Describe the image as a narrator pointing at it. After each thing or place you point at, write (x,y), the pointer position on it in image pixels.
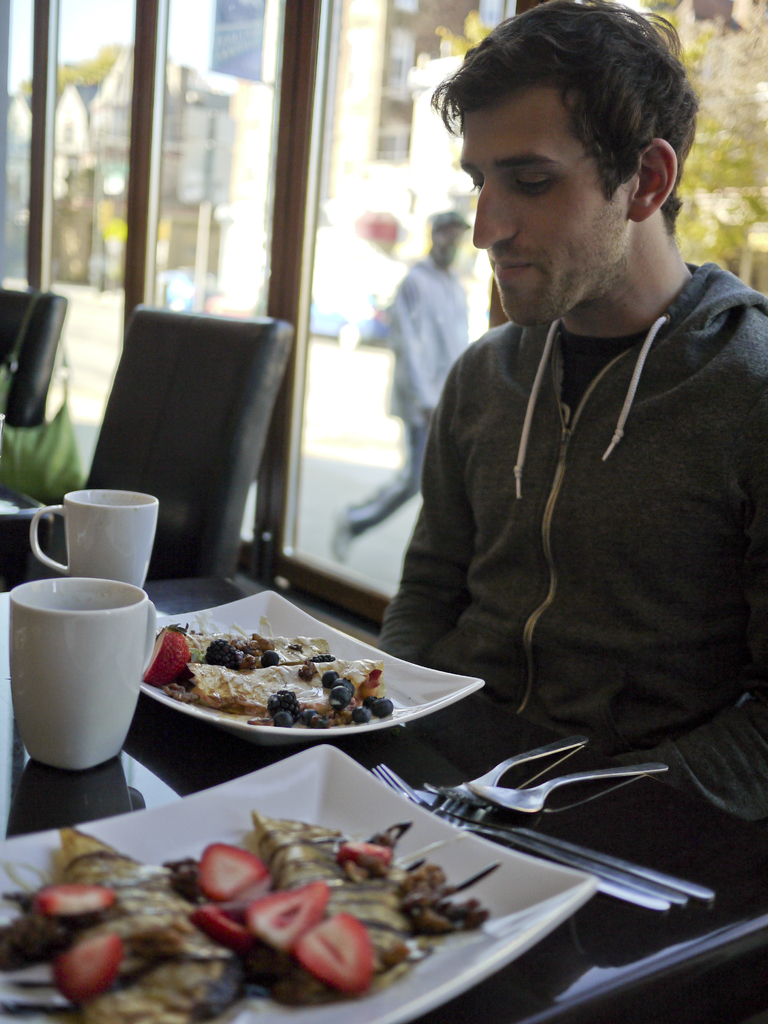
A person (540,459) is sitting in front of table (218,735). On the table (569,798) there are forks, knives (554,850), spoons (502,788), cups (130,611), plates (221,714) with food items (283,701). In the background (131,386) there are chairs (176,317), windows (346,299), a person (418,301) is walking on the sidewalk (340,487), buildings (376,187) and trees (723,145).
